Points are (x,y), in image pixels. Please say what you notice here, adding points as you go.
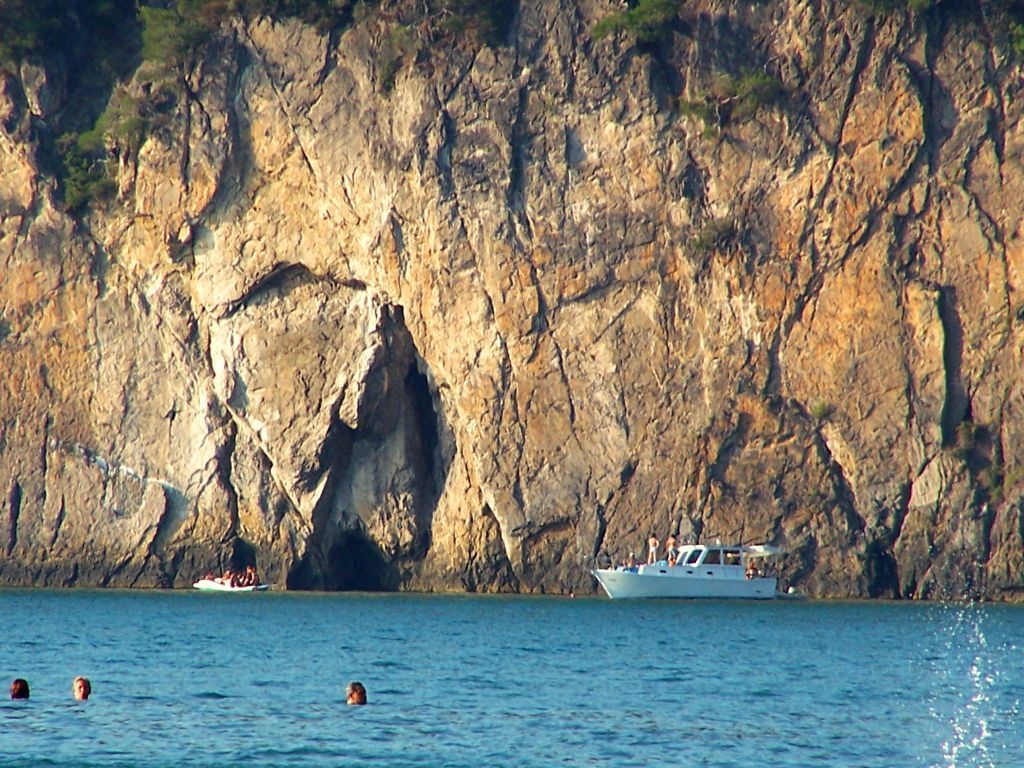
In this image we can see rocks (481,314), trees (13,54), ships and people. At the bottom of the image (521,671) there are water (703,710) and persons (16,689).
